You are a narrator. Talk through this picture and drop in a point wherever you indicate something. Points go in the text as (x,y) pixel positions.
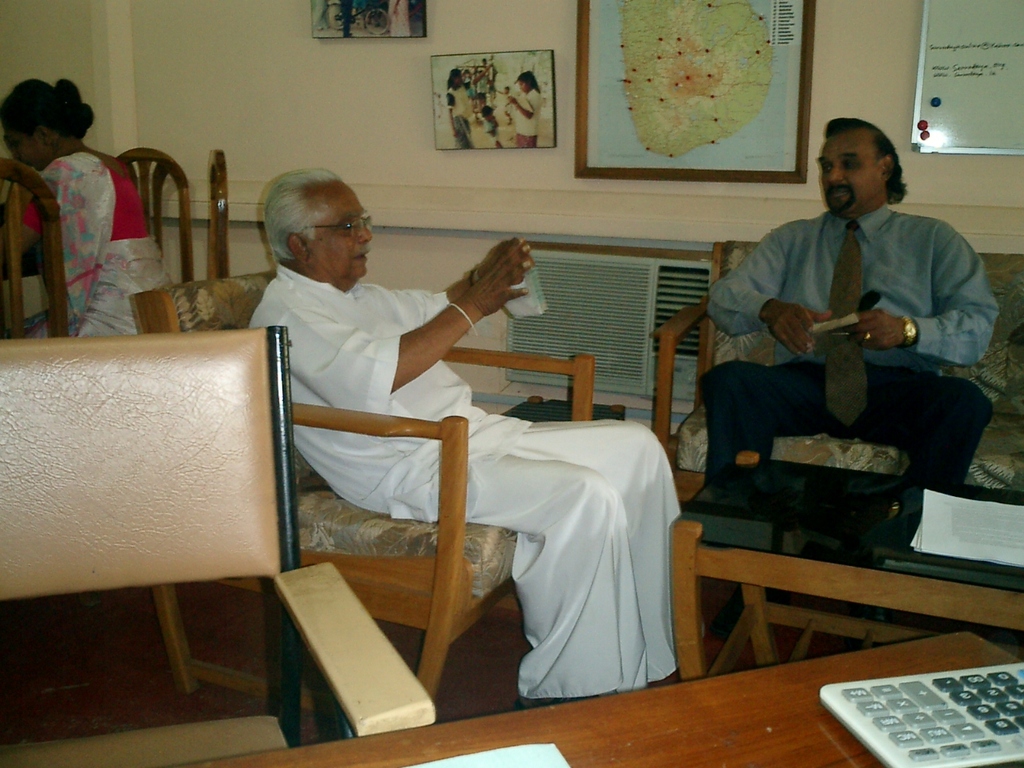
Here in this picture we can see three people (776,323) are sitting. The man (448,376) with white dress (505,466) is sitting on the chair (363,514). And the man (858,268) with blue shirt (921,271) and tie (842,307) is sitting on the sofa (1004,421). In front of them there is a table (818,514) with papers (965,527) on it. And to the front side (426,723) there is a chair (355,664) and a table (730,732) with calculator (887,712) on it. To the left side (90,189) we can see a lady (66,204) with white saree (118,251) sitting on the chair (157,200). And we can see a wall (329,104) with three frames (665,85) on it. One is map (658,87) other two are photo frames (480,110). And we can also see AC (589,288).
